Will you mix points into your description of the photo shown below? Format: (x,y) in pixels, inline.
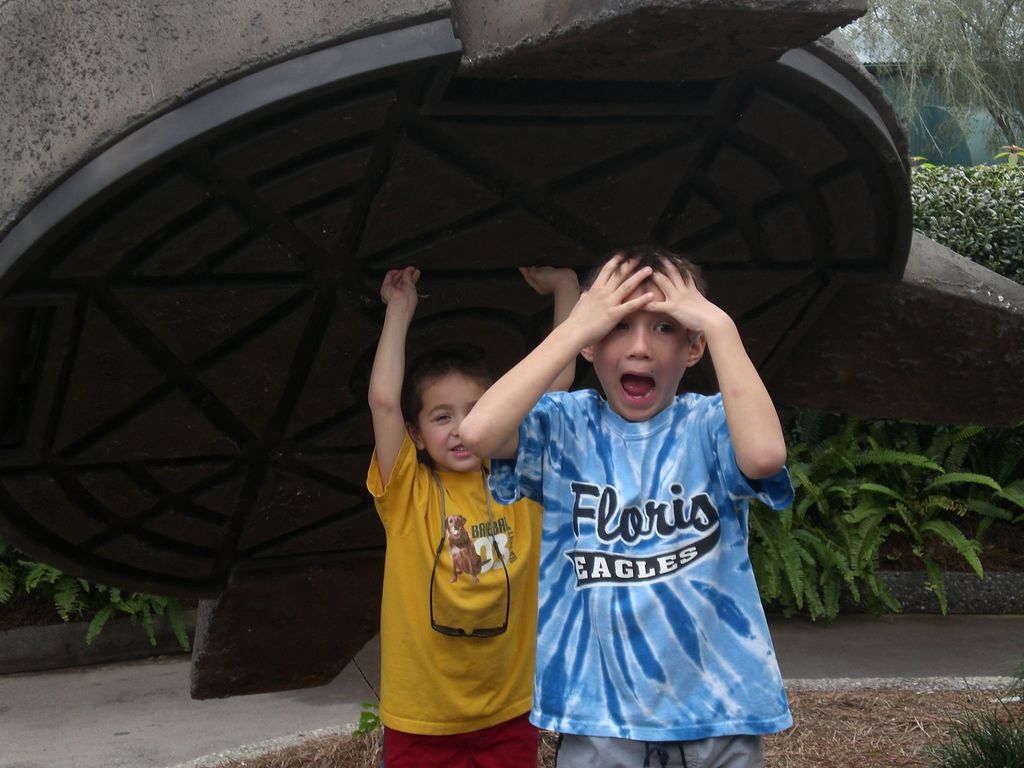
In this picture we can see two children (546,685) standing on the ground (339,760) and in the background (172,630) we can see trees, plants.
